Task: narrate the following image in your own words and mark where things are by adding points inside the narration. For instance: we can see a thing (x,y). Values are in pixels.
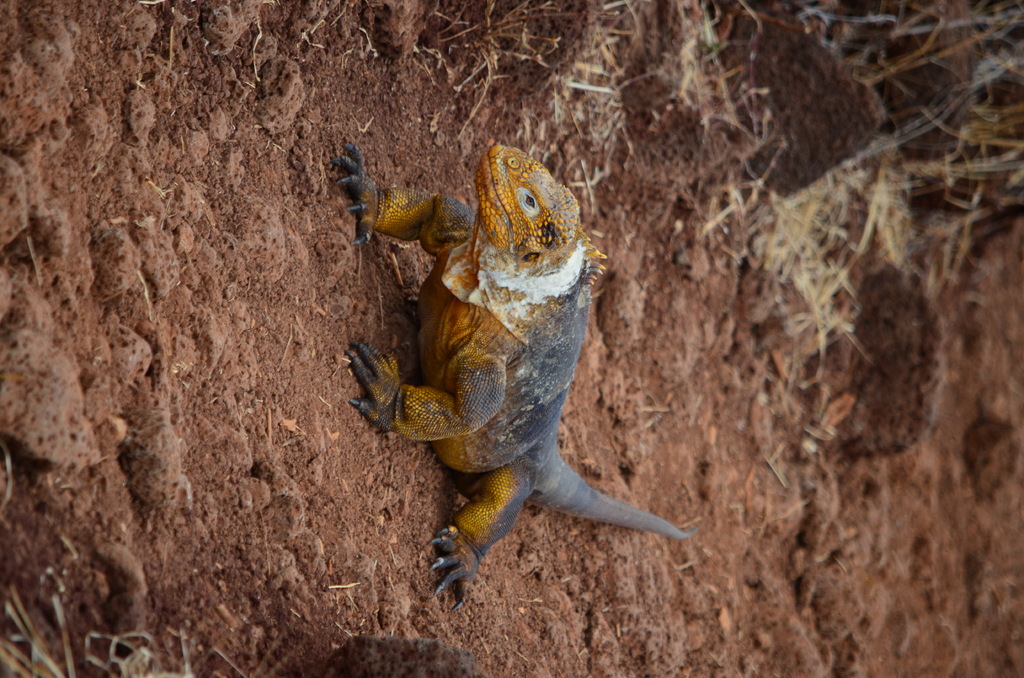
In this image I see a lizard (510,307) over here which is of yellow, black and white in color and it is on the mud (200,106) and I see the grass (818,200).
